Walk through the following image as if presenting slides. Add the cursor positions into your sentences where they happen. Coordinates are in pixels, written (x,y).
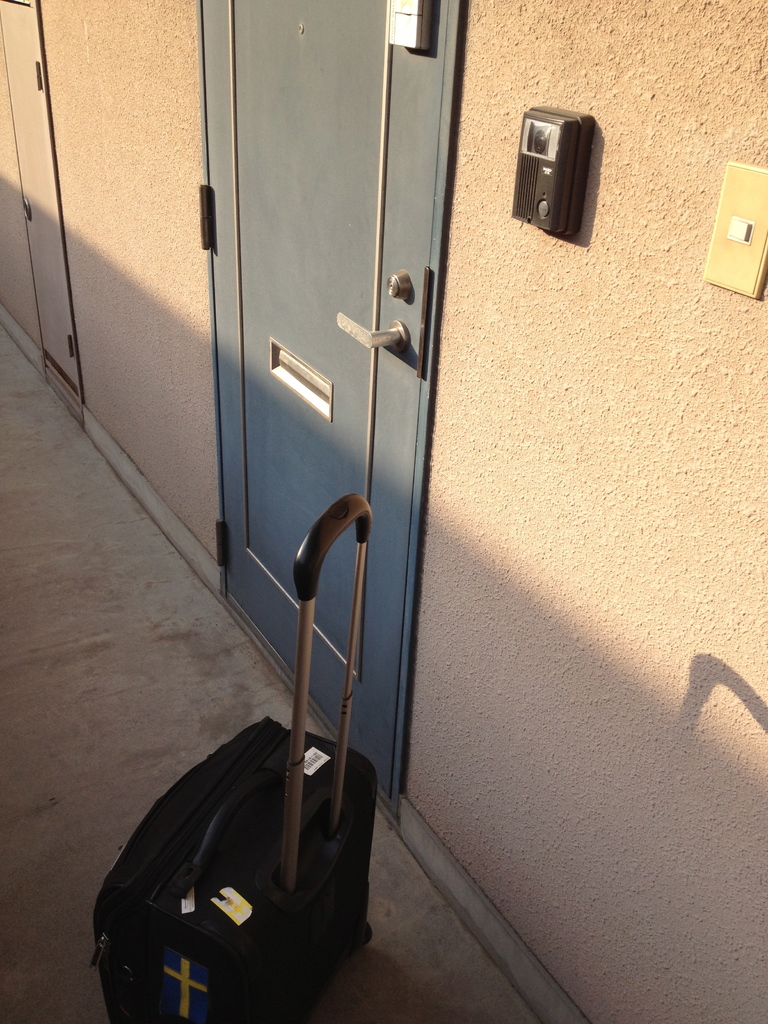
This is door (331,272) with handle (355,338). This is a luggage (252,820) in black color.
